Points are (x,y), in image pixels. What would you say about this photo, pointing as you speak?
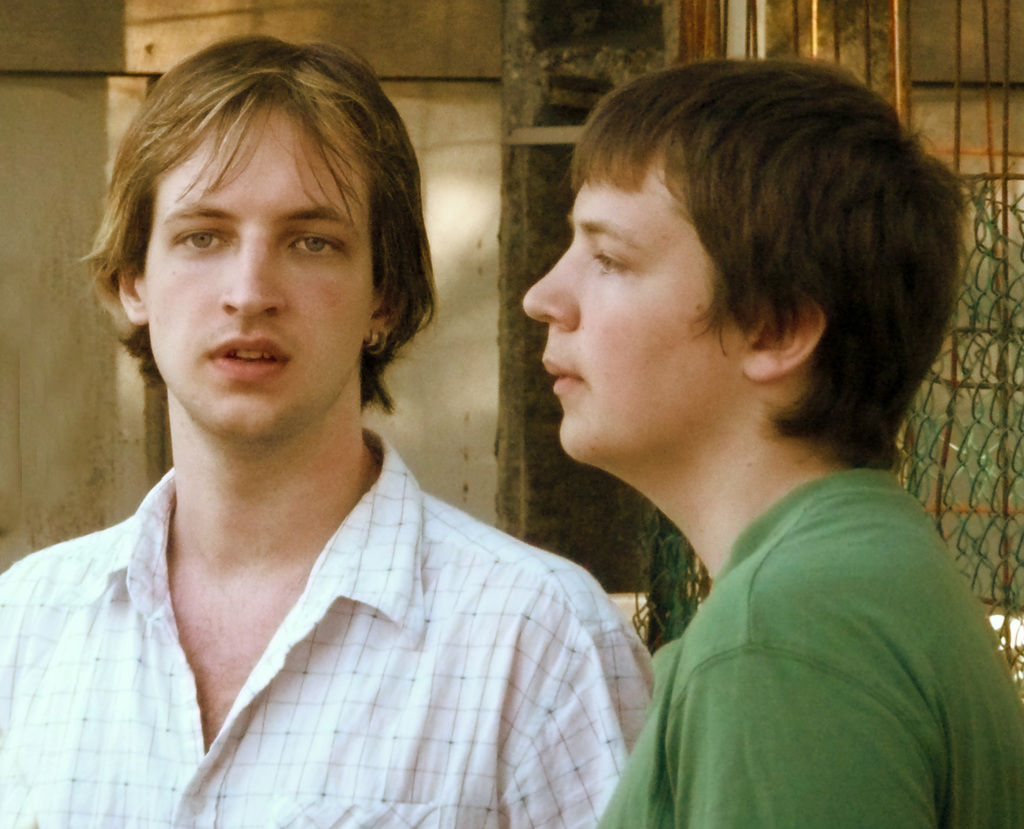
In this image there are two person (620,357) truncated towards the bottom of the image (675,605), there is an object (971,304) truncated towards the right of the image (975,483), at the background of the image (510,281) there is the wall (477,201) truncated.
